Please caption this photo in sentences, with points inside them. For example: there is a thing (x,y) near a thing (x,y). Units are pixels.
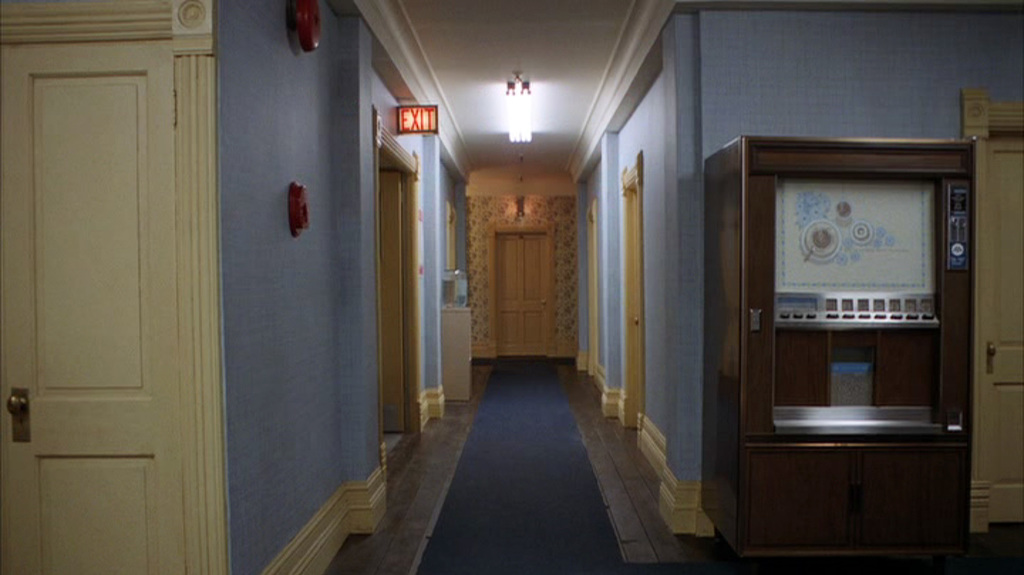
In the image there is verandah (521,421) in the middle (525,375) with carpet (524,459), on either side of it there are doors (160,367) to the rooms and above there is a light (516,93) over the ceiling (499,102) and in the back (546,238) there is another door (536,272) on the wall (479,236).
